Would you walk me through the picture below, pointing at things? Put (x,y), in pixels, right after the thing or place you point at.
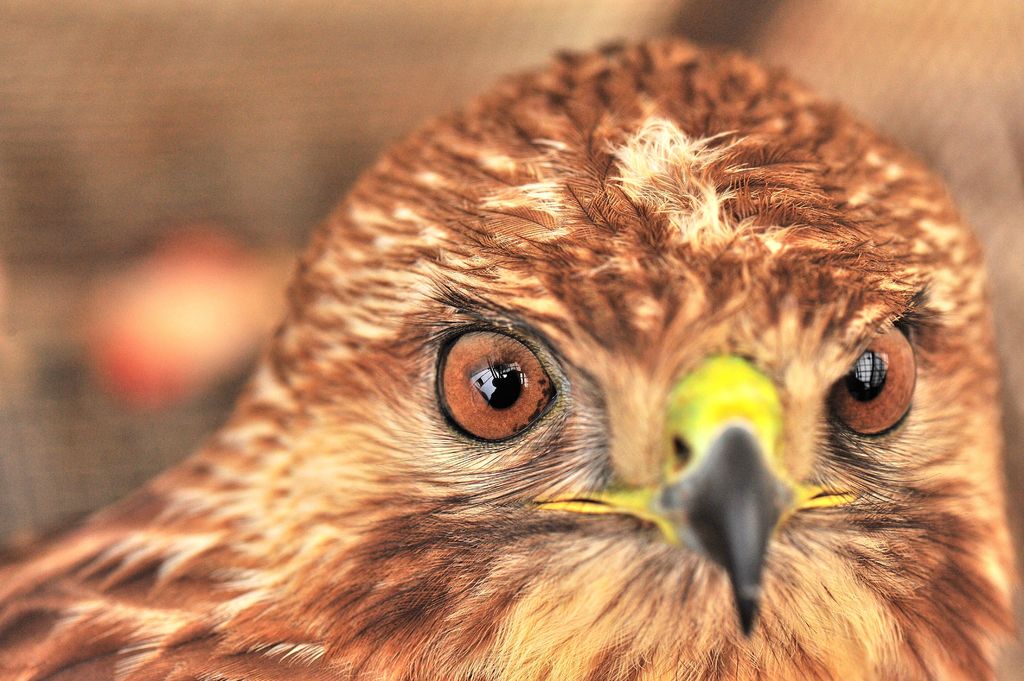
In this image, I can see the head (369,582) of a bird (491,398). There is a blurred background (918,72).
